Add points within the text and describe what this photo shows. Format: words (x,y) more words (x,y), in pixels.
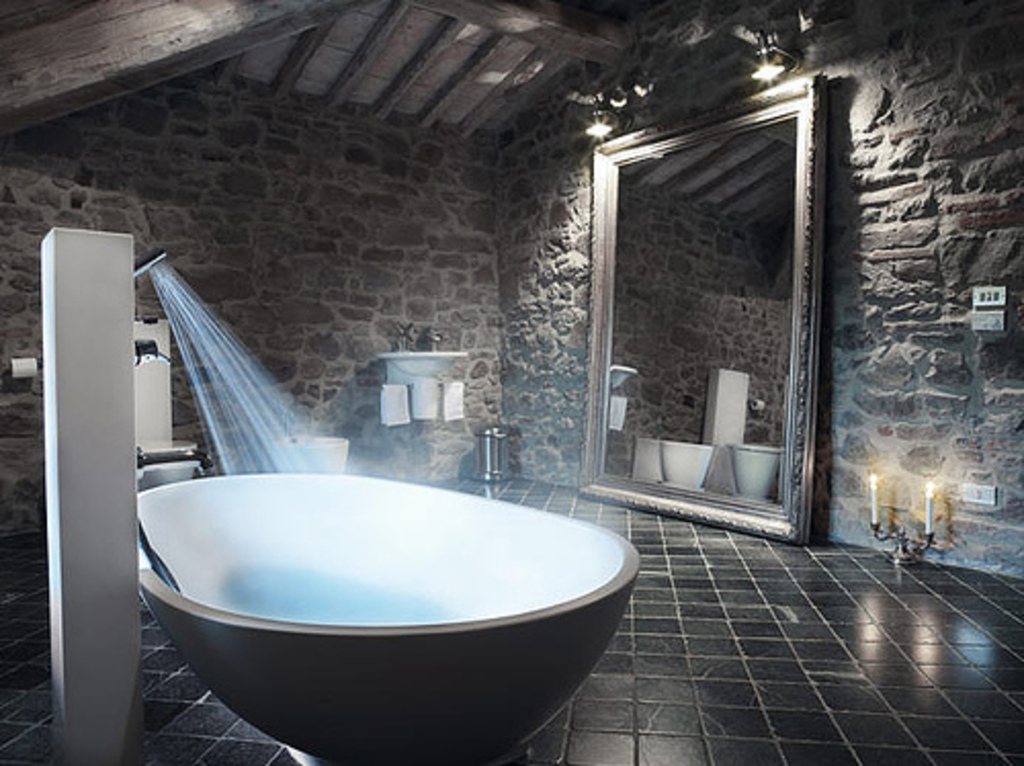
In this image, I can see a bathtub (230,666). This looks like a hand shower (148,259) with the water (170,298). I can see a toilet seat (195,467). This is a wash basin (412,359), which is attached to the wall (369,348). These are the napkins (396,406). I can see a dustbin (479,439). This is a mirror (786,521). I can see the reflection (711,483) of a toilet seat (703,460) and few other objects (725,412) in the mirror (777,416). These are the candles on a candle stand (918,556). I think these are the switchboards (991,320). I can see the lamps (790,66) attached to the wall (557,75).
